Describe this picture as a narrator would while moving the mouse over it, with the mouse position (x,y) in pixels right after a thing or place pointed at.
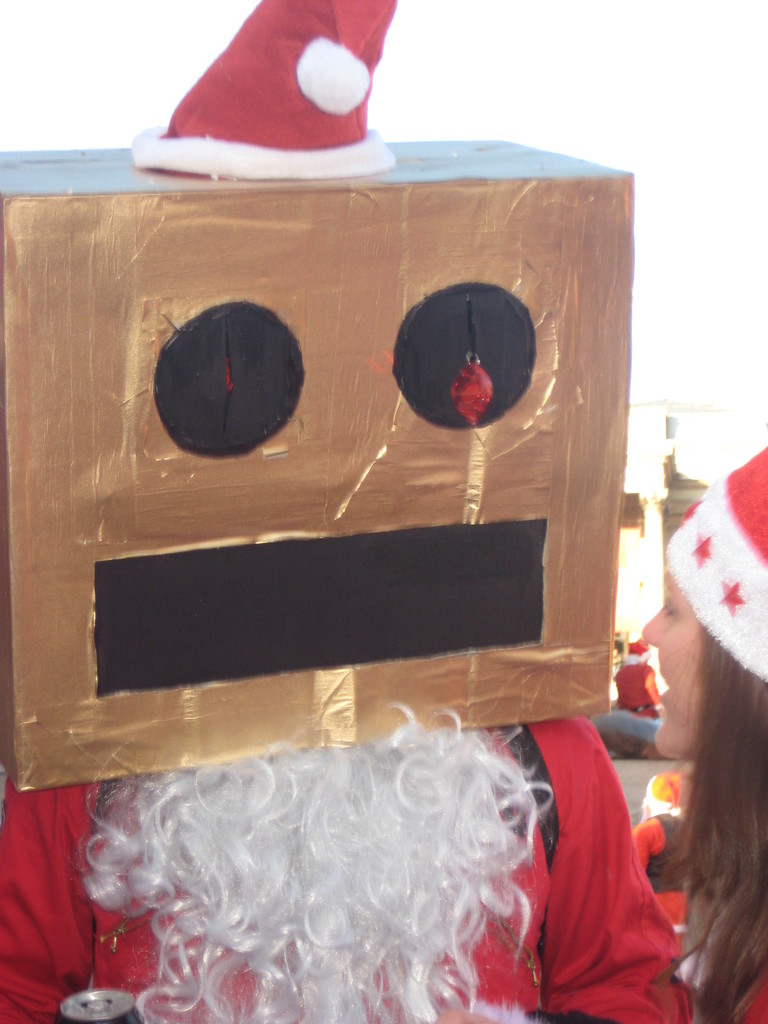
In this picture there is a person (290,889) covering his face (293,438) with the carton box (293,438). He is wearing Santa Claus dress (383,840). Towards the right (697,840) there is a woman (746,839) wearing a cap (748,617).
